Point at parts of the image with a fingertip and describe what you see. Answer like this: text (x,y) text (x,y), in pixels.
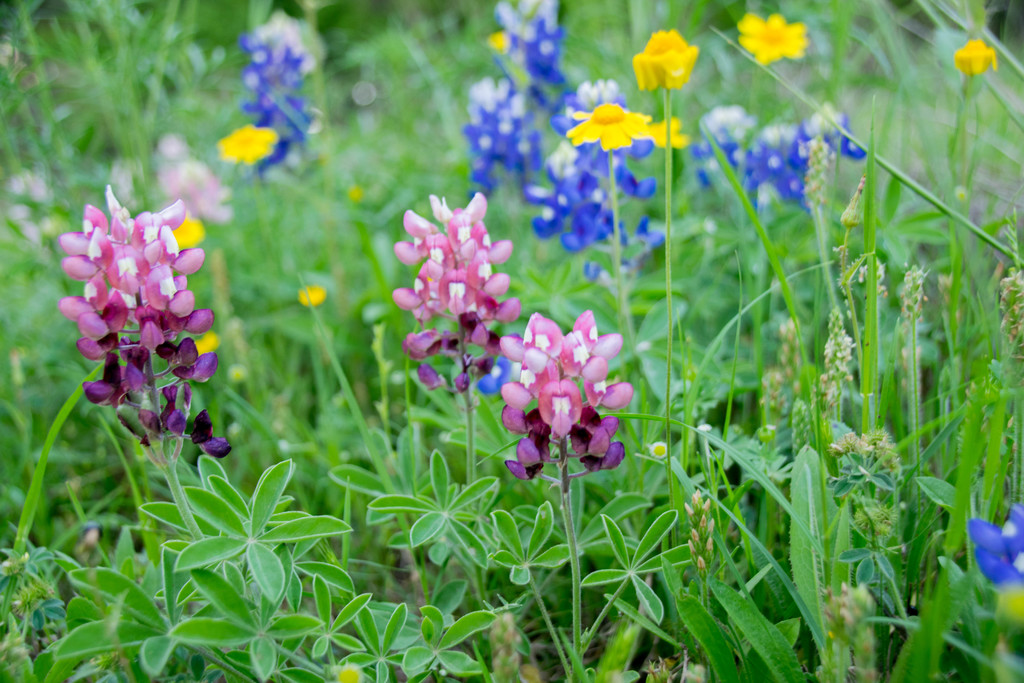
In this picture I see number of plants (550,129) and I see few flowers (616,130) which are of pink, yellow and blue in color.
